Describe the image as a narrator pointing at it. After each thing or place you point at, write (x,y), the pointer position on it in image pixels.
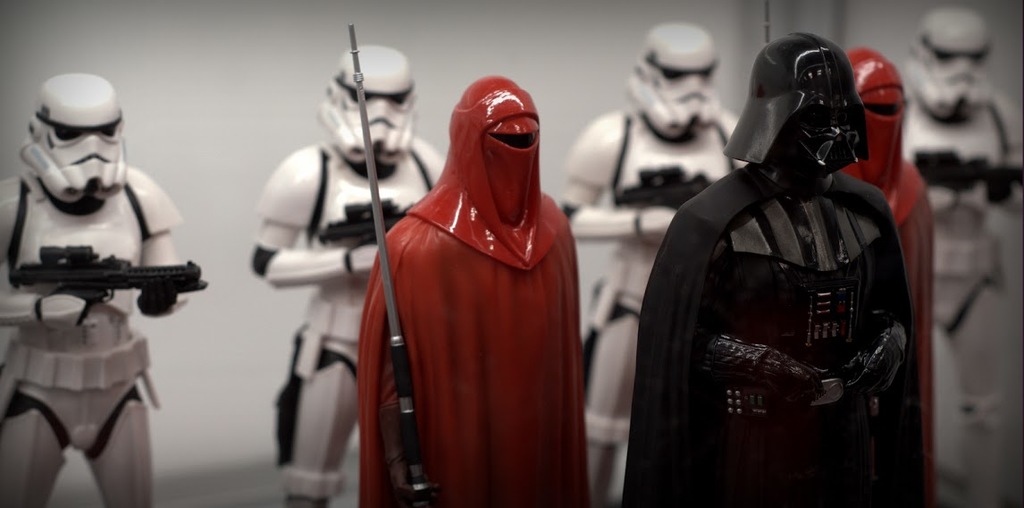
In this image there are statues (530,220) which are white, red, and black in colour.
